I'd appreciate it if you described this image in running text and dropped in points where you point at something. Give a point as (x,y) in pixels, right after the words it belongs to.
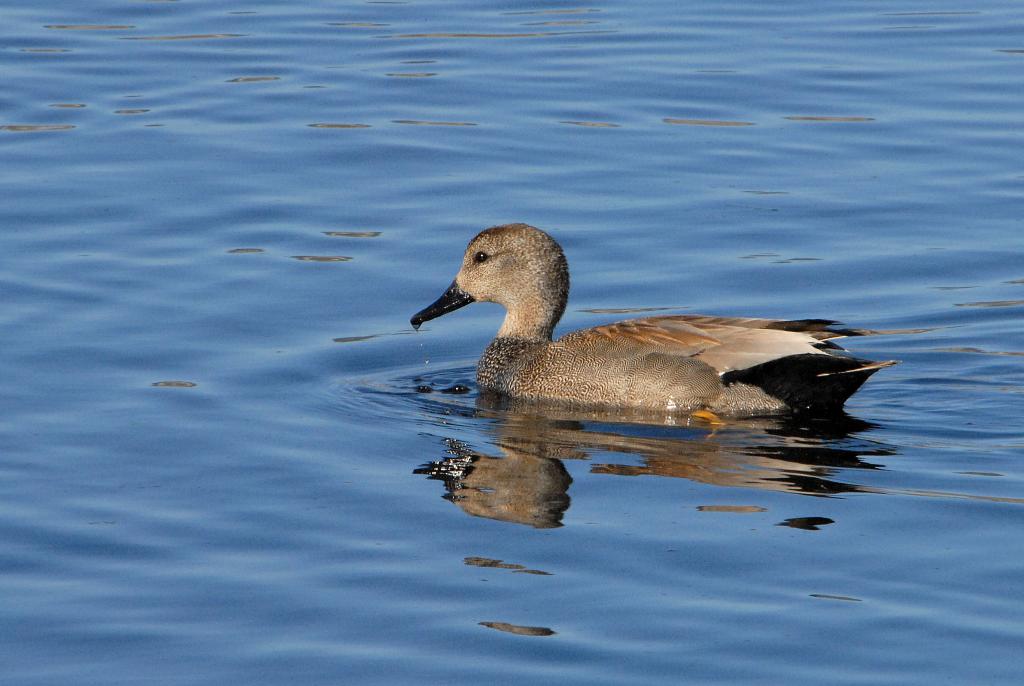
In this image there is a duck (805,398), on a water surface (428,431).
